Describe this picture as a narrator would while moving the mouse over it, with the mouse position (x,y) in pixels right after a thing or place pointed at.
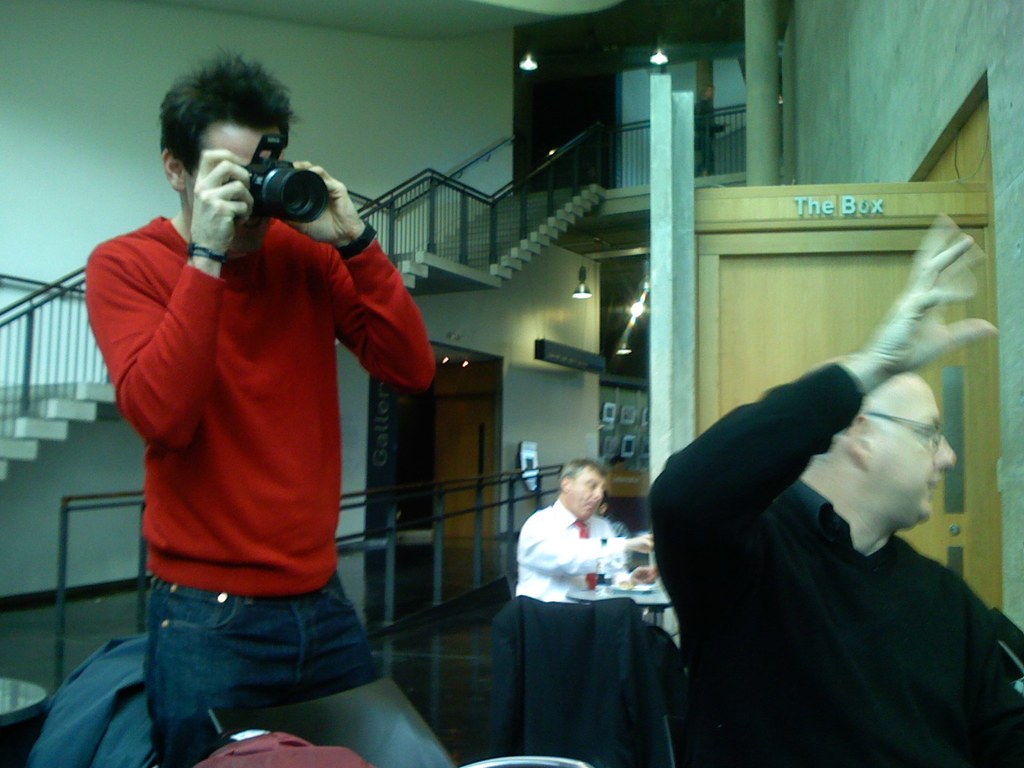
In this picture we can see man (183,413) standing and holding camera (273,180) in his hand (245,200) and taking picture and beside to him other person (535,535) sitting on chair (597,602) and on table (627,594) we have some food items (623,579) and where man (778,625) wore spectacle (869,415) and in background (647,401) we can see steps (475,285), wall (543,301), lights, door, fence (396,491).
